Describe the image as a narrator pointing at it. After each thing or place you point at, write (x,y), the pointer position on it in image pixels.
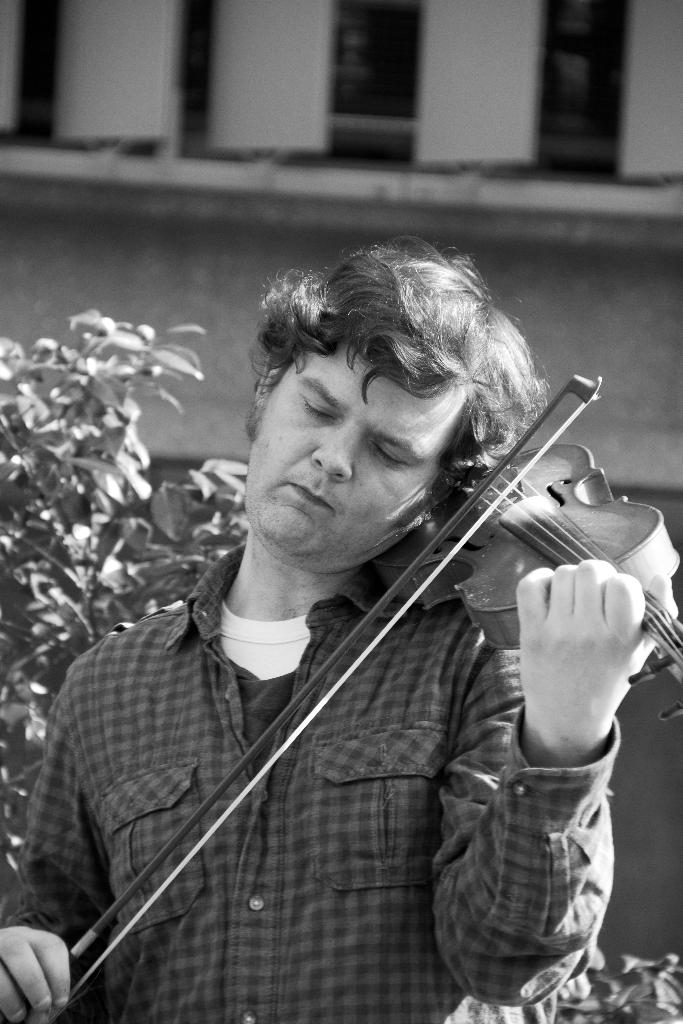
In this picture we have a man (490,406) playing a violin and at the back ground (49,302) we have tree (80,423) and a building (673,83).
